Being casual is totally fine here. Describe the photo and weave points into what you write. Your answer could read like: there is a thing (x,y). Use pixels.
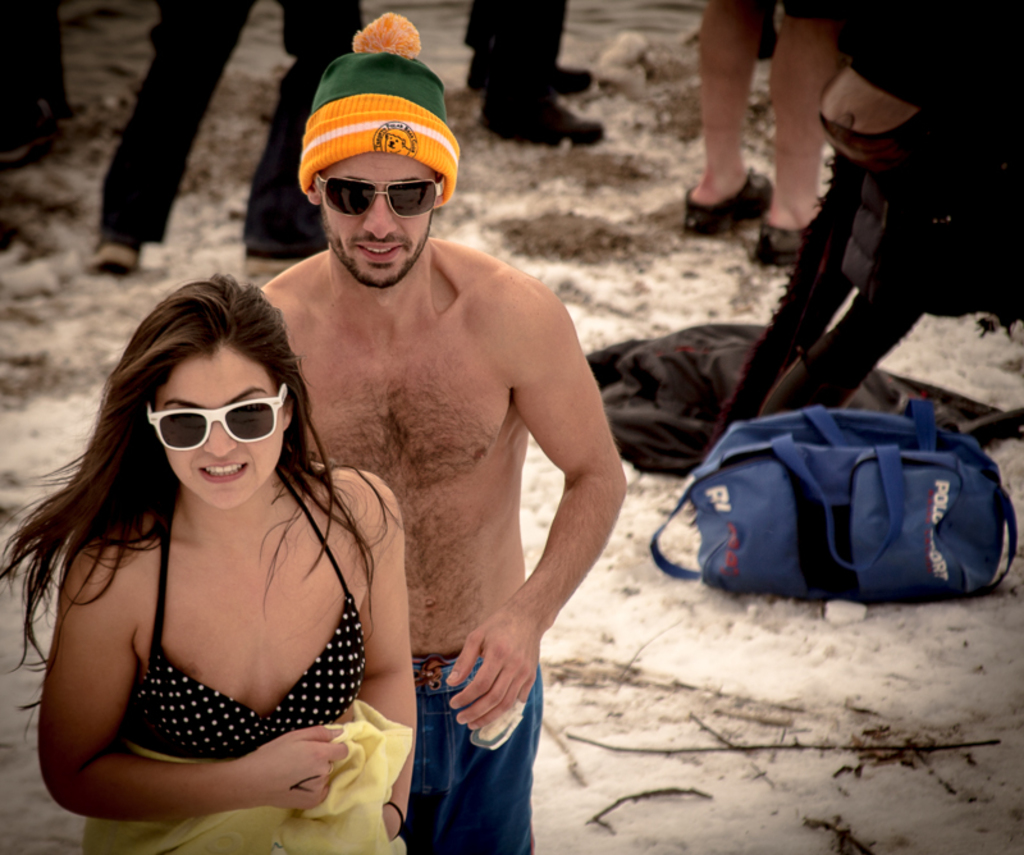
In this image there is a girl (221,590) standing on the snow (627,849). Beside her there is another person (416,400) who is standing on the snow (600,776) without the shirt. In the background (487,111) there are few people (718,157) standing on the snow (613,171). At the bottom (811,588) there is bag (805,533). The girl (392,696) is holding the towel (349,791). Both the boy (399,359) and the girl (249,535) are wearing the spectacles (223,408).
